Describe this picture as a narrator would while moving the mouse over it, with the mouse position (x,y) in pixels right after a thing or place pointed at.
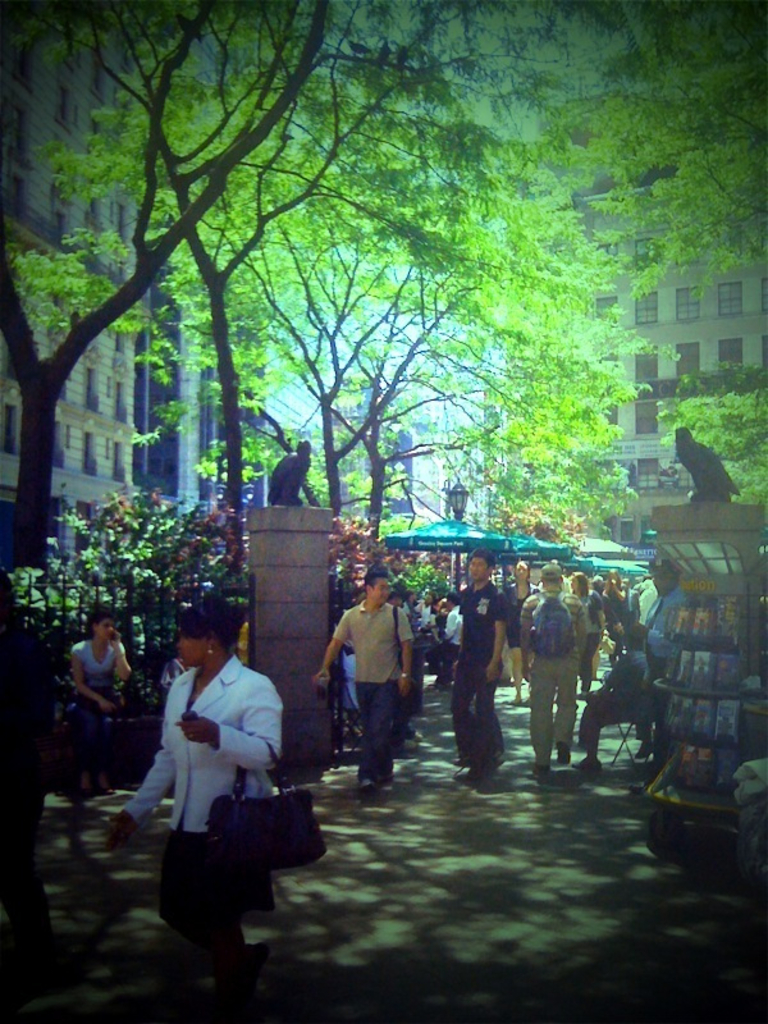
In this picture we can see a group of people (173,867) on the ground (446,841), here we can see a fence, pillars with statues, tents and in the background (634,501) we can see buildings (741,281), trees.
